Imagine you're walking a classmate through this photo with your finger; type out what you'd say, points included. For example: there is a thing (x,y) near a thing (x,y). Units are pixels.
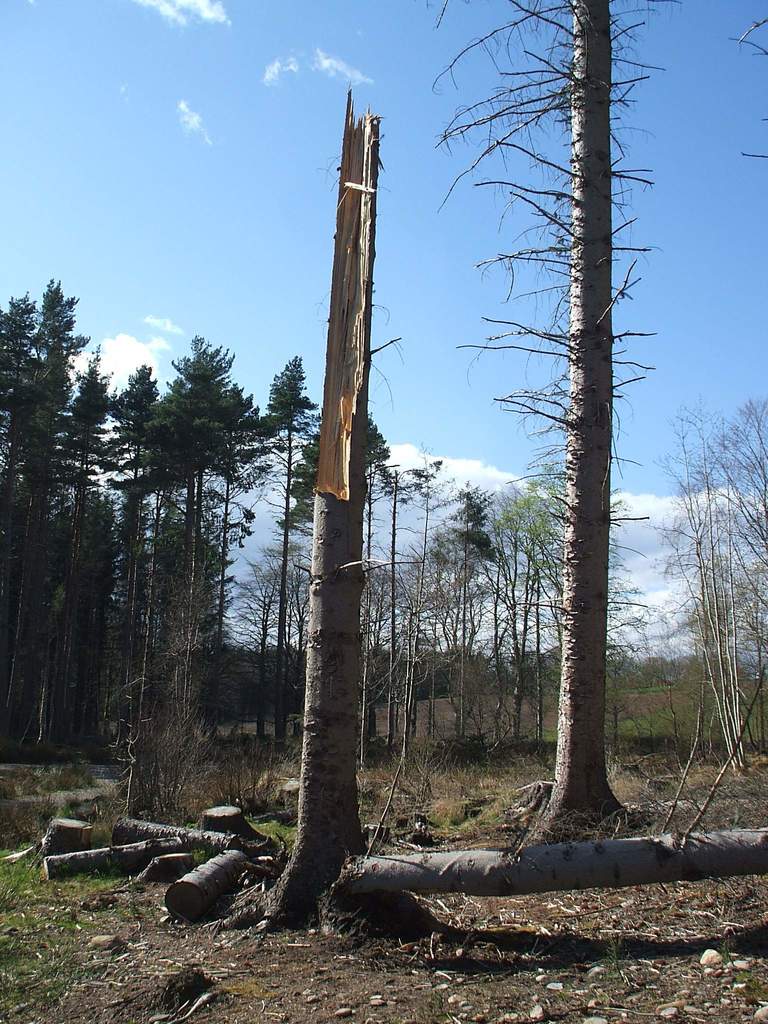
In this image there is tree trunk (723,863), wooden logs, plants (451,816), grass (451,816), trees (517,662), and in the background (543,381) there is sky (381,531).
